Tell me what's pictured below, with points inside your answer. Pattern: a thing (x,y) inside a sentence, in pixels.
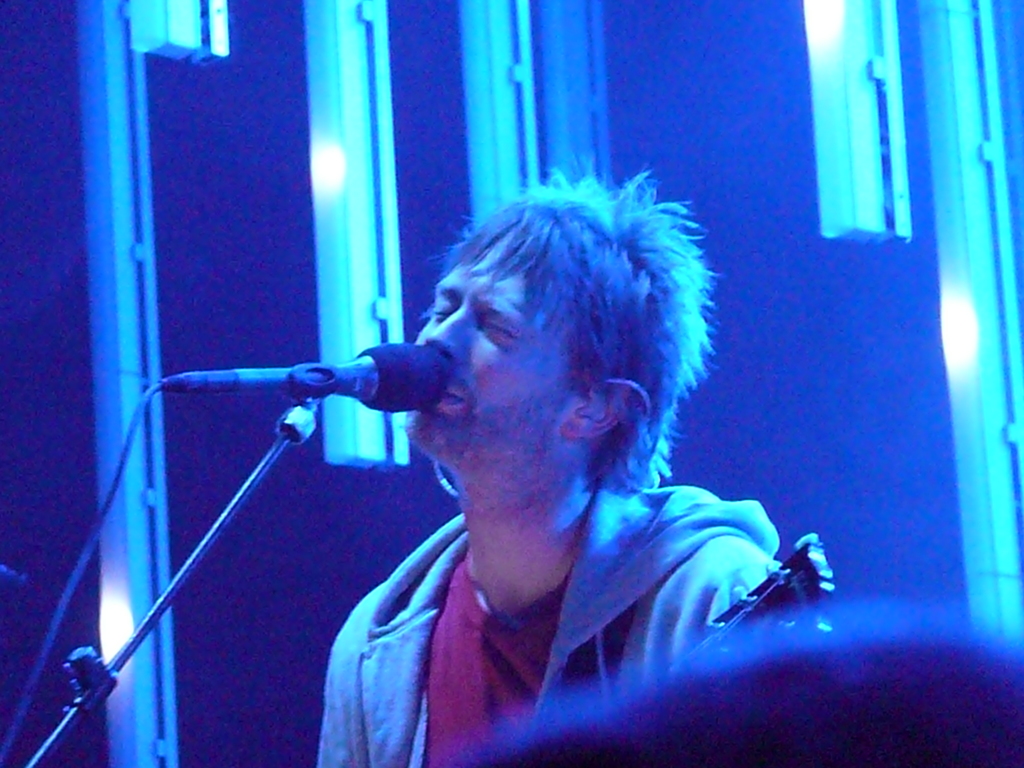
In the center of the image (561,369) we can see a man (616,457). We can also see the guitar (781,577), mike (215,375) with the stand (309,388). In the background (351,260) we can see the wall (835,377) and also lights (169,576).
